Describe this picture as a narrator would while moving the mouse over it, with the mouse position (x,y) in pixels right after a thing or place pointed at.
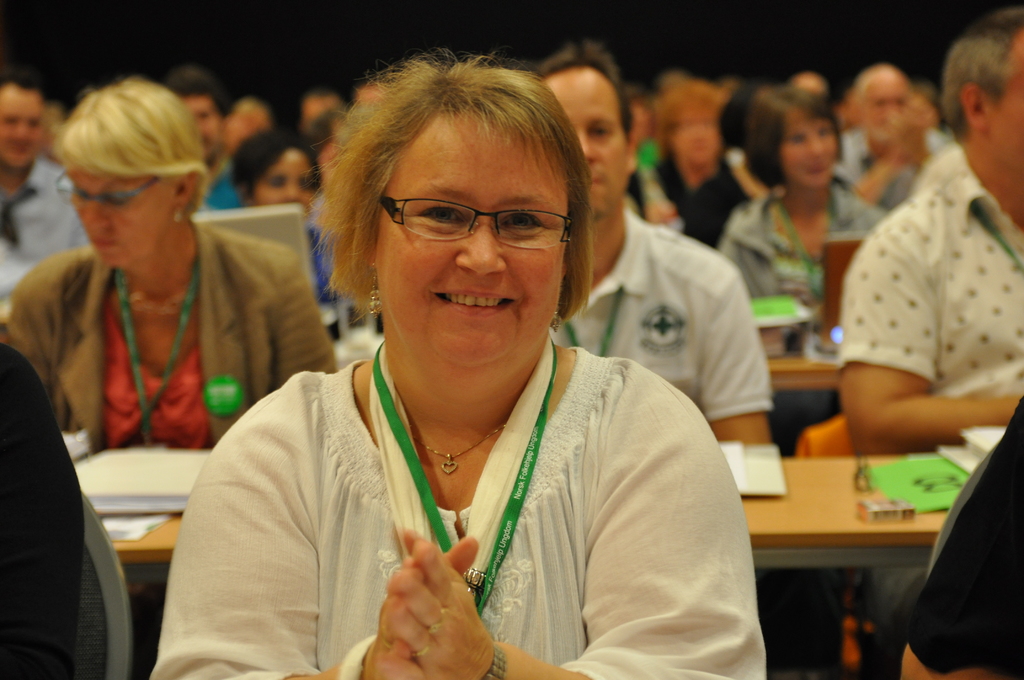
Here we can see few persons (422,528) are sitting on the chairs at the tables (830,521). On the tables (821,532) we can see books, laptops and objects (885,517).
